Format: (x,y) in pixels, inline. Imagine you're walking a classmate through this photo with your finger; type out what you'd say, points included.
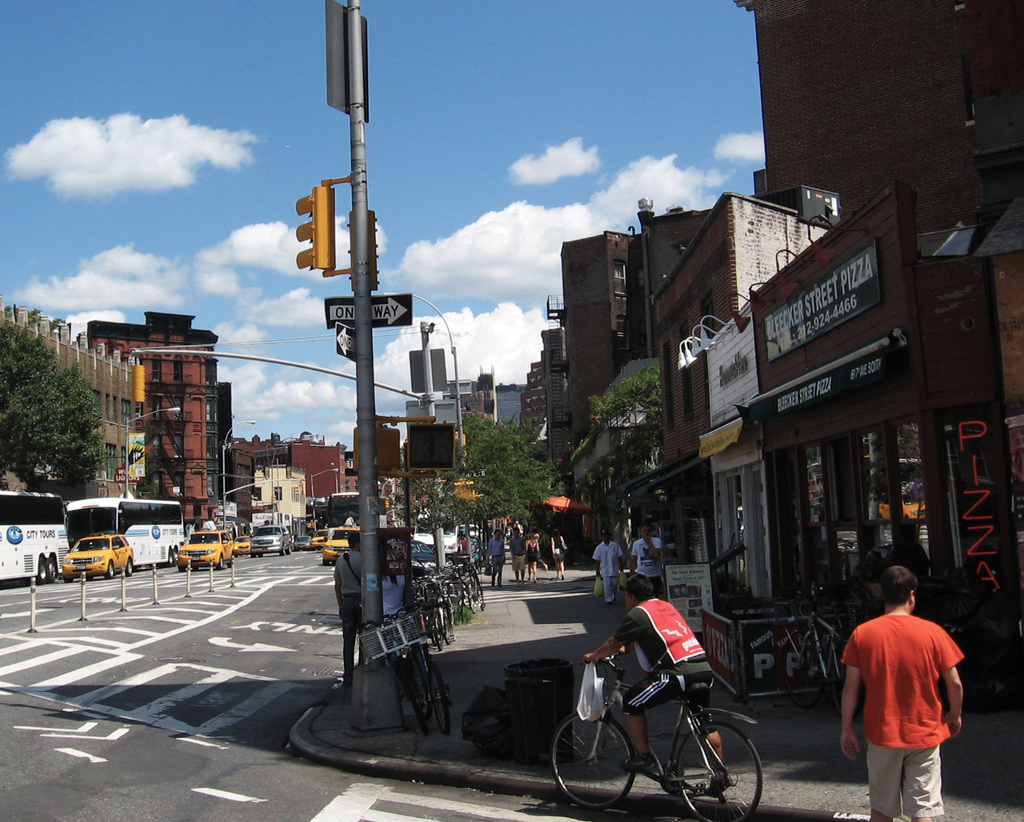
This is a picture of a road (281,636) and left side (38,415) i can see a tree (57,395) and there is a building (46,317) and sky (9,251) on the middle (381,357). And on the center (363,517) pole (360,206) of a traffic light (374,532) and right side (703,684) i can see a man (638,741) riding on the bicycle (615,767), and right side (833,509) corner i can see a building (813,393) and in front of the building (767,521) there are the people (595,551) walking on the road (19,593). On the left corner (108,561) i can see a vehicle (109,550) on the road (96,612).
